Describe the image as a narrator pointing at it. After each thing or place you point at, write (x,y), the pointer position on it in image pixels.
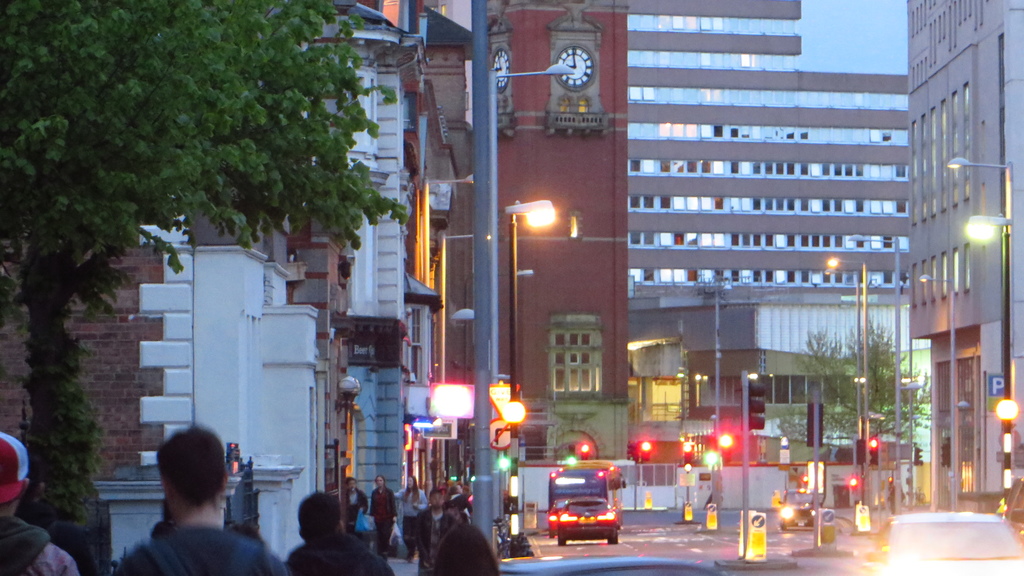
In this image we can see there are buildings (599,224) and trees (397,206). And there are people (425,527) walking and holding covers (356,524). And there are vehicles (602,500) on the road (800,538). And there are poles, street lights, light poles (865,391) and sign boards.
